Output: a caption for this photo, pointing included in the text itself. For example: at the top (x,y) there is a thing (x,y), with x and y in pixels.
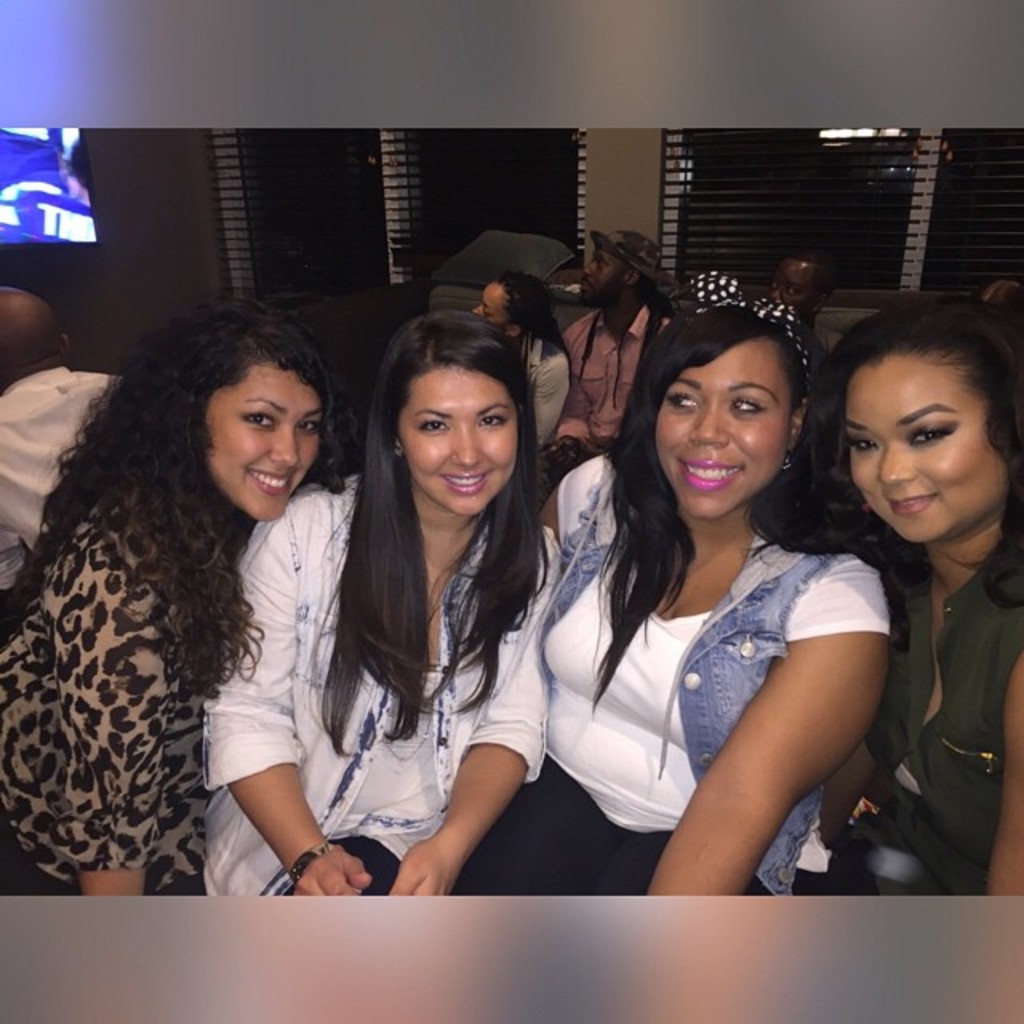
In this image we can see these women (461,796) wearing dresses (122,791) are sitting and smiling. In the background (23,414), we can see a few more people (548,370) sitting, we can see monitor (38,237) on the wall (129,203) and the windows (781,253) here.
